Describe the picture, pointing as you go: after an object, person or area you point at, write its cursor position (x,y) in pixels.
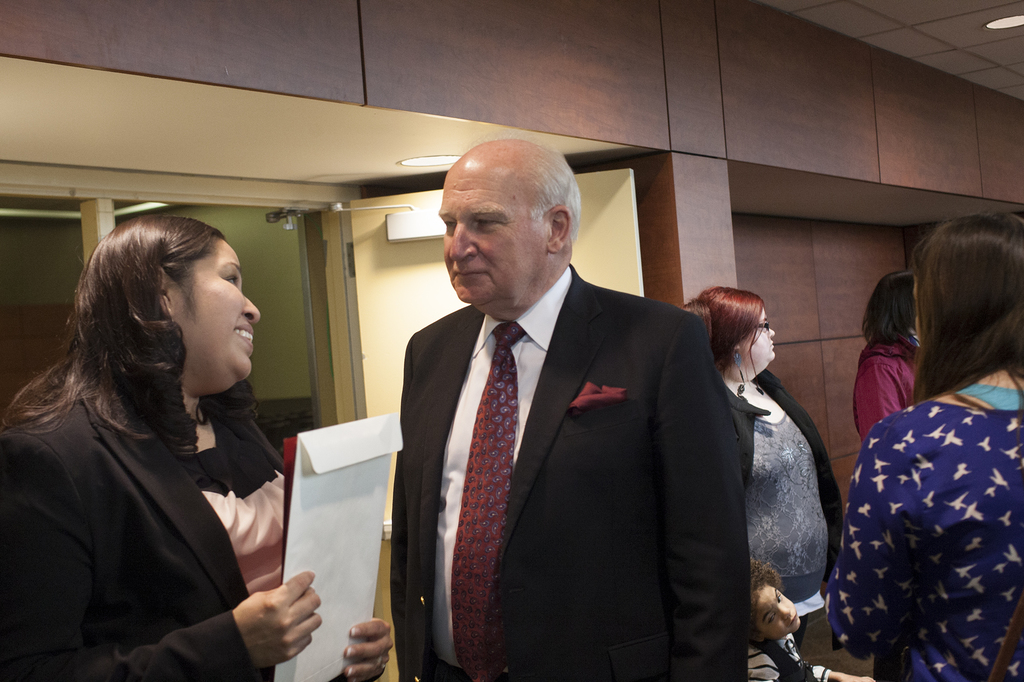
There is a group of people (570,474) standing as we can see at the bottom of this image (644,468). We can see a woman (203,494) on the left side (202,507) is holding a white color paper (335,570). There is a wooden wall (750,259) in the background (729,255).
